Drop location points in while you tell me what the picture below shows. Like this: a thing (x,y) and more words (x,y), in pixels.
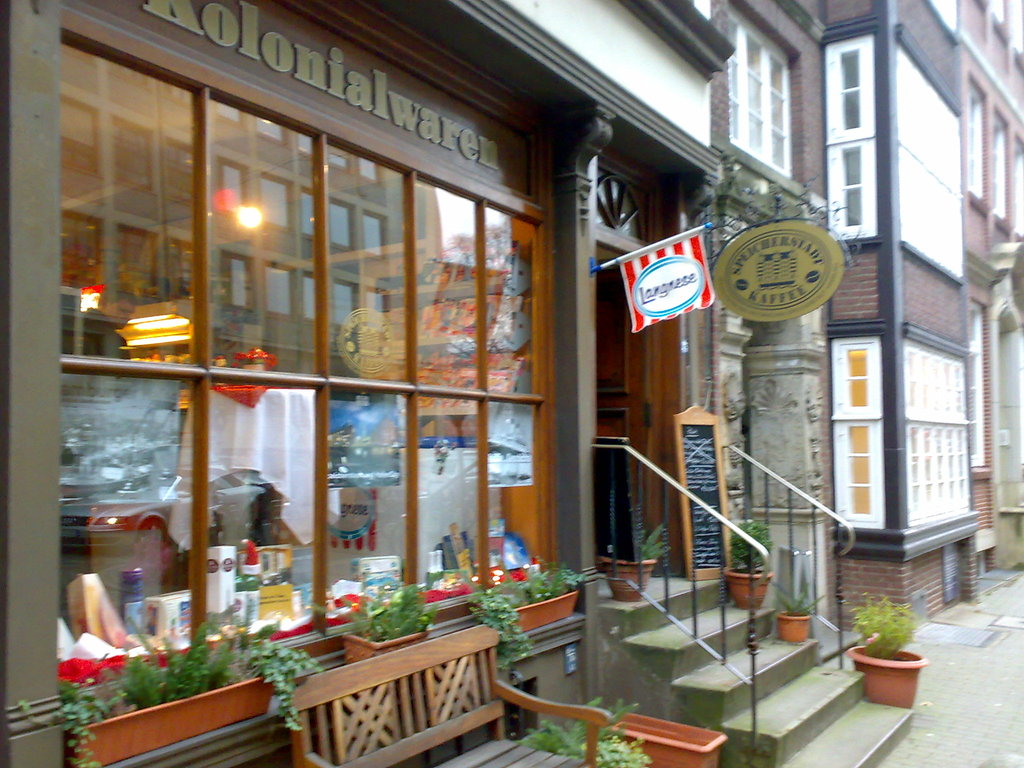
In this image there are buildings (779,367), there are boards (750,306) with some text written on it and there are plants (881,608) and there is a window (321,446) and behind the window (322,437) there are objects (269,388) and on the top of the window (231,94) there is some text (344,70) and there are steps (766,620) and railings (792,501) and there is an empty bench (431,743).
